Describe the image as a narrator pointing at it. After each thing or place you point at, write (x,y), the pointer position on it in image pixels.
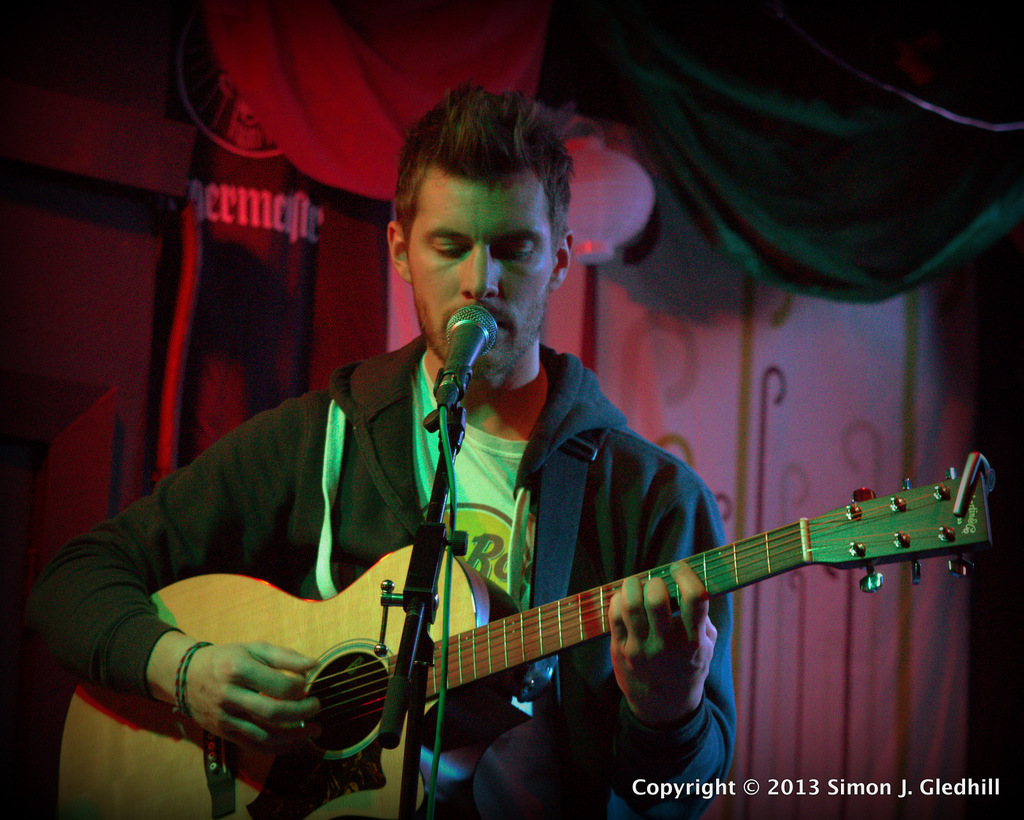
This is a picture of a man (625,590) sitting and holding a guitar (344,668) and the man (494,581) is also singing a song in front of the man (536,390) there is a microphone (476,347) with stand (404,627). Background of the man (405,496) is a wall (729,356) and curtain (706,215).
